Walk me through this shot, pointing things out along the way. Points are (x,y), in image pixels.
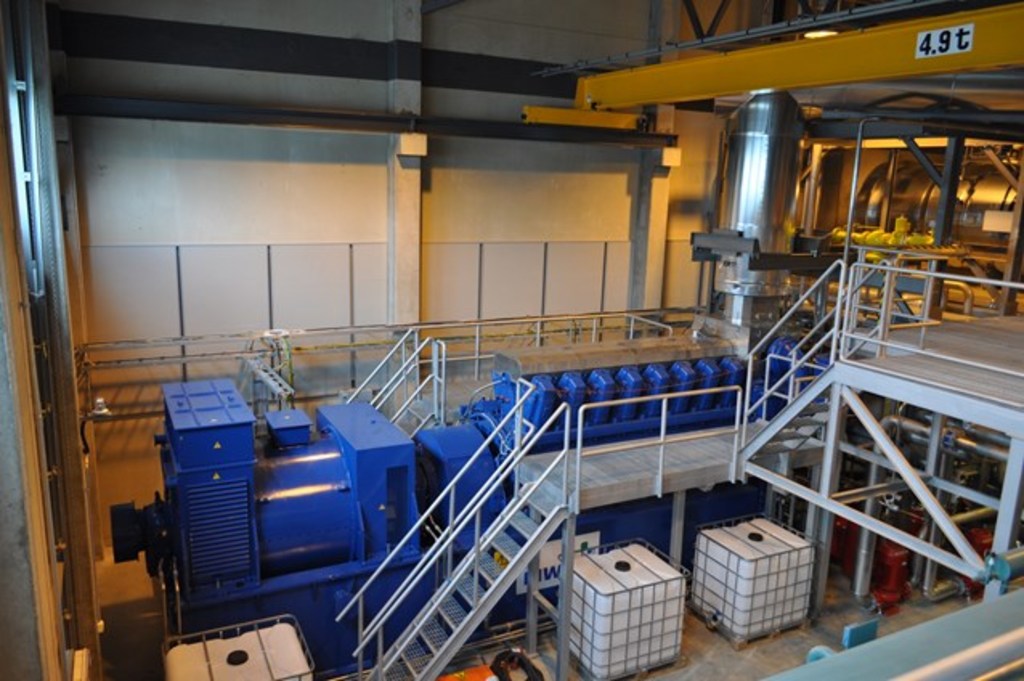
The picture is taken in a factory (129,95). In this picture there are carriers (586,575), staircase (558,482), railing (618,449), containers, lights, pipes (774,185) and wall (186,279).
